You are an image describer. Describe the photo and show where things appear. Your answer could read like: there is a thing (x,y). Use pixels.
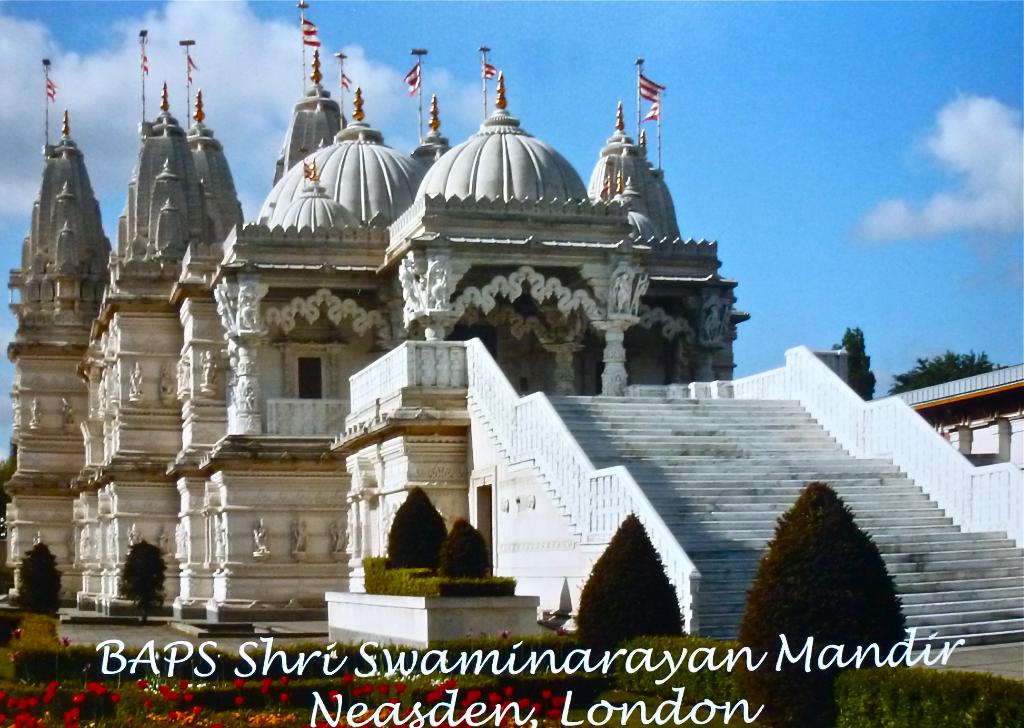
In this image I can see plants (703,675) and trees (794,621) in green color, background (56,280) I can see a building (509,253) in white color, flags (648,95) in white and red color, and the sky (673,94) is in blue and white color.
